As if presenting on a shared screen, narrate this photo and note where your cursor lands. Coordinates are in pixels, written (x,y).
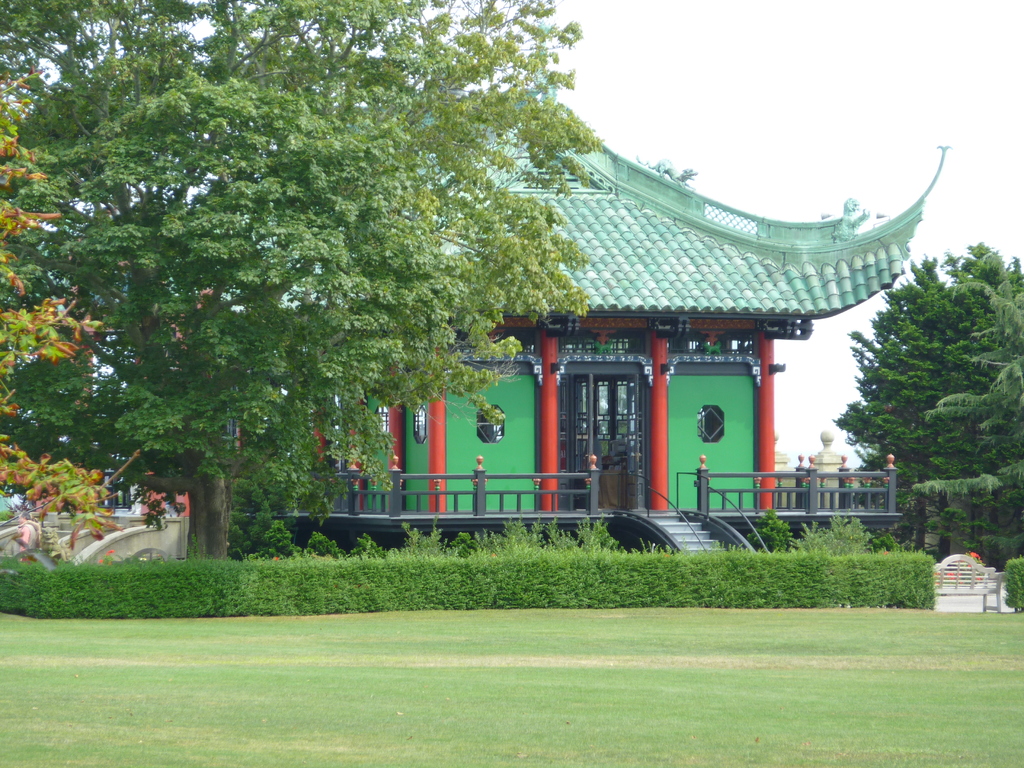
In this image in there's grass (437,718) on the ground (399,678). In the center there are plants (370,598). In the background (322,339) there are trees (361,435) and there is a house (452,412) and the sky (646,155) is cloudy.
